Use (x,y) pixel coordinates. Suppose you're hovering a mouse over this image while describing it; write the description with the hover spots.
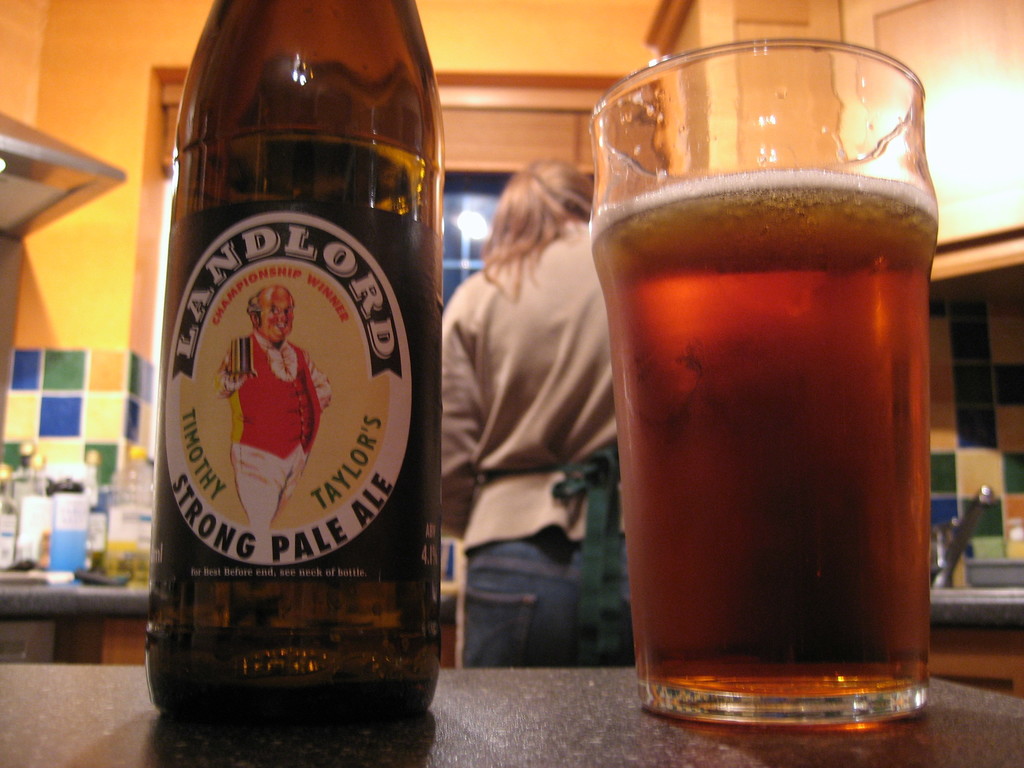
This picture shows a beer bottle (405,15) and a glass (789,79) with beer (664,542) on the table (451,699) and a person (515,329) standing.
